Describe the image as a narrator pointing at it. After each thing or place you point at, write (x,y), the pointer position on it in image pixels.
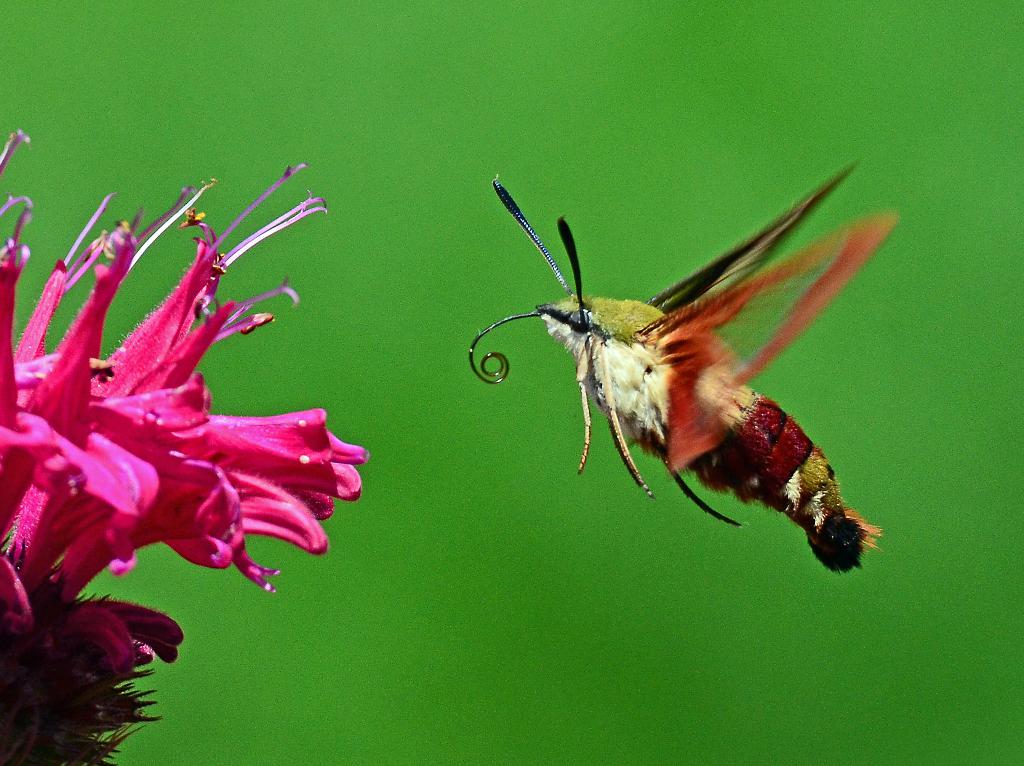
In this image we can see a bunch of flowers (227,458). There is an insect (705,437) in the image. There is a green background (658,637) in the image.
